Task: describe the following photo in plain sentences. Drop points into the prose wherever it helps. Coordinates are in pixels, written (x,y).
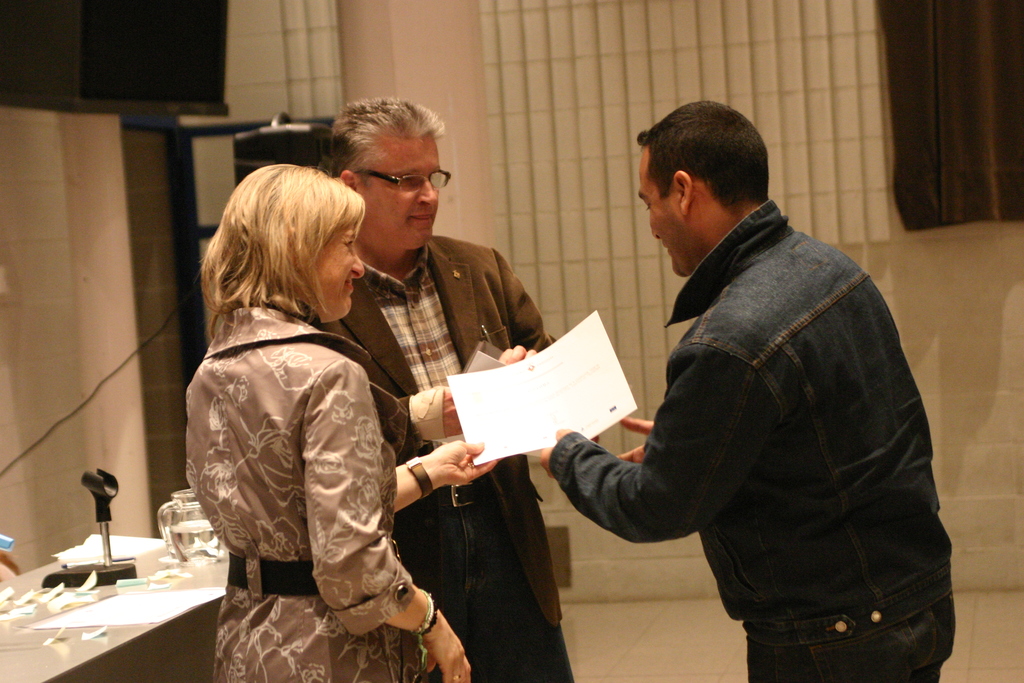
In this image we can see there are people (458,328) standing and holding papers (522,397) and at the back (95,646) we can see there is a table (114,646), on the table (144,560) there are papers (208,593), jar (197,512) and few objects (87,566). We can see there is a T. V (148,85) attached to the wall (151,197) and stand (203,132) near the wall (246,96). And there is a curtain (905,10) and window shade (636,47).
